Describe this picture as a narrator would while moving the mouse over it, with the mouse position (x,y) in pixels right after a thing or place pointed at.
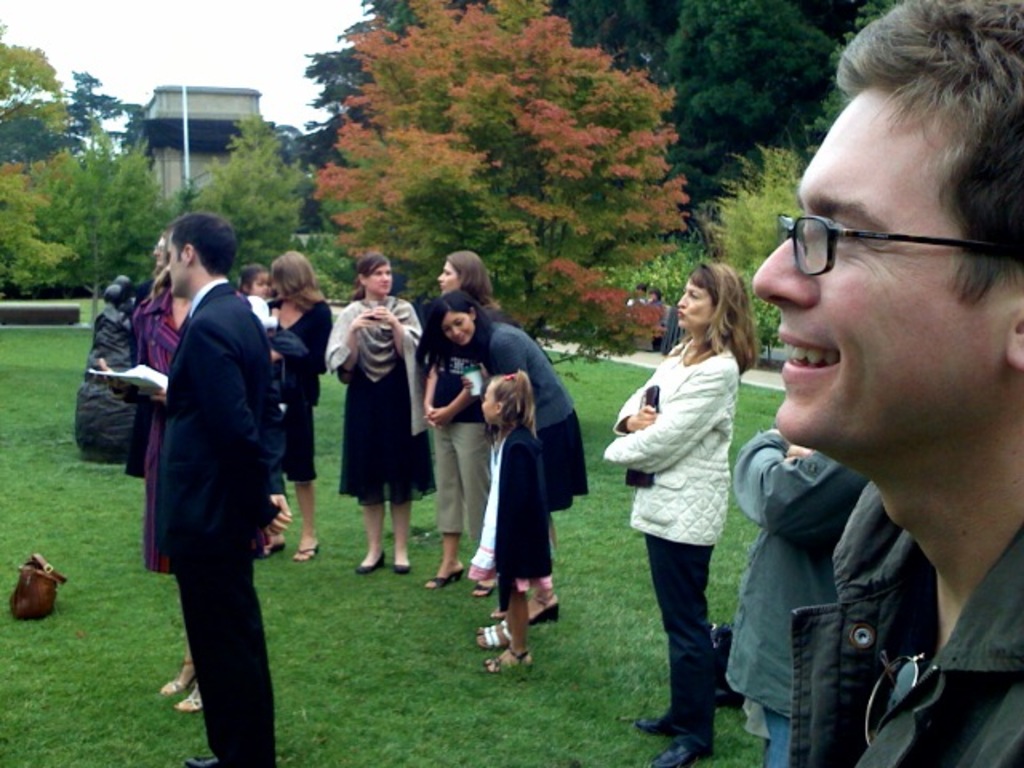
In this image we can see one building (198,162), one pole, some people (288,350) are standing on the ground (59,341), one girl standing on the ground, some objects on the ground (43,336), few people (385,341) holding objects (134,378), one woman (305,332) holding a baby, two persons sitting on the bench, some trees (624,321), plants (657,257) and grass (22,344) on the ground (744,391). At the top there is the sky (24,6).
